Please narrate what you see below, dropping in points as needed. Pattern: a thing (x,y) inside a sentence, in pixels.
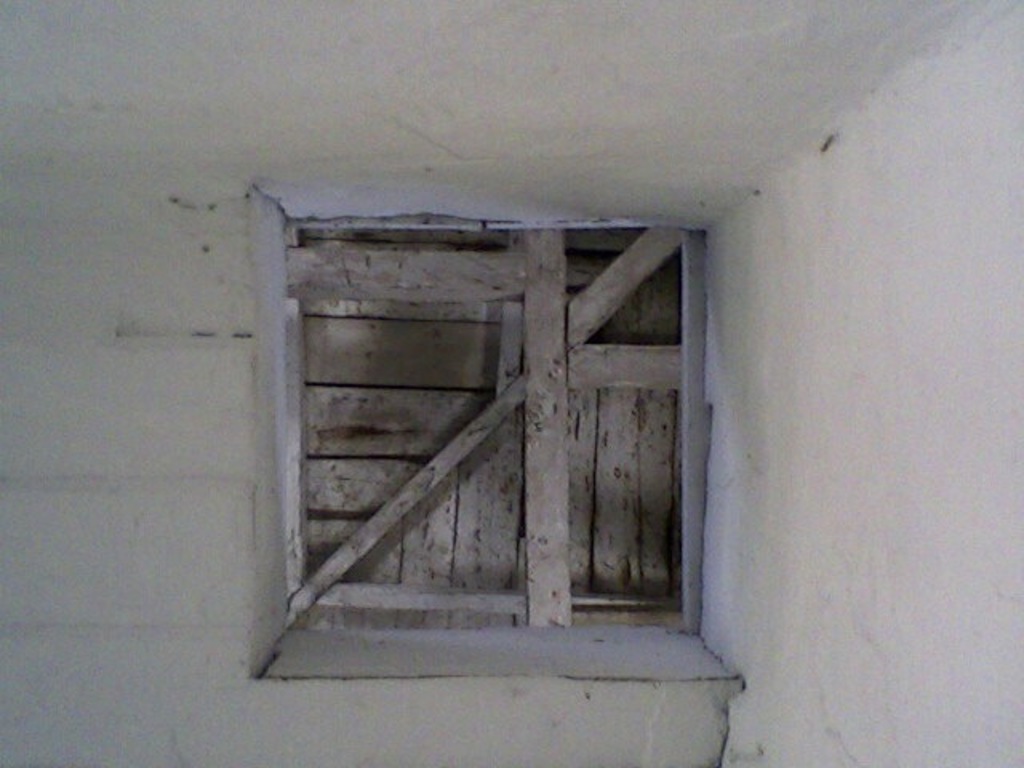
In this image I can see it looks like a window (641,488) is closed with the wood (461,443).
